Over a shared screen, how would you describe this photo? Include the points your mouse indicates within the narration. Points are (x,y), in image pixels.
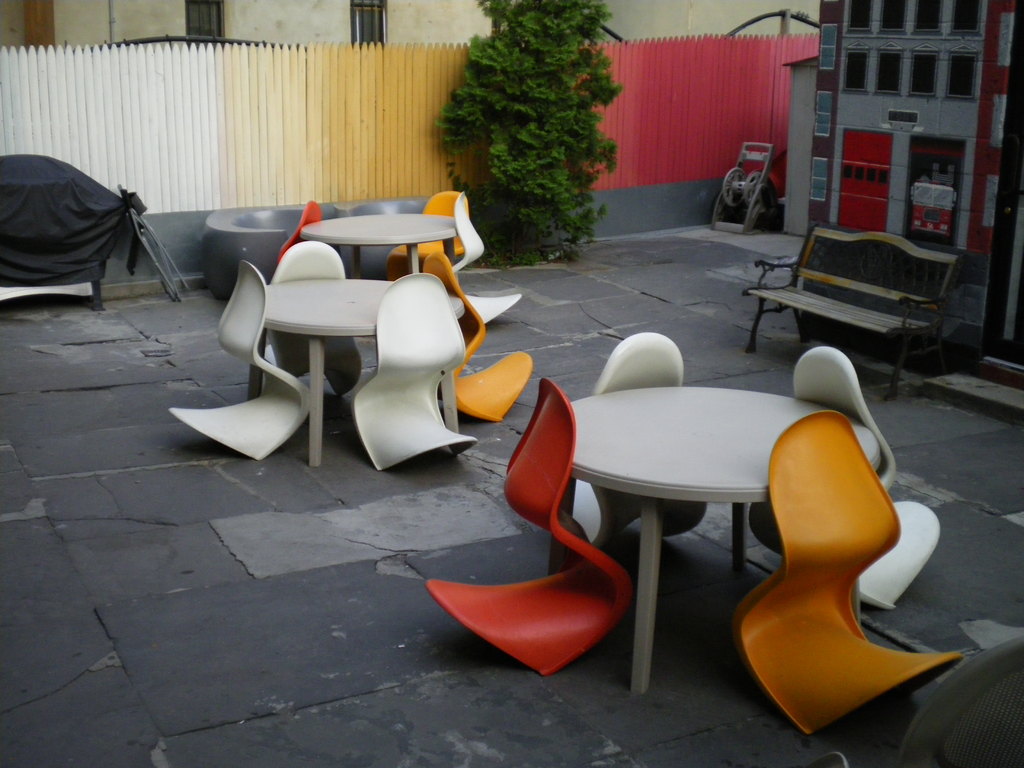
In this picture, we see three tables (314,320) and chairs (591,576) in white, yellow and red color. On the right side (893,213), we see a grey color building (869,185). Beside that, we see a machinery equipment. We even see a bench (891,259). On the left side (6,249), we see a barbecue grill (78,278) which is covered with black color sheet (86,222). Beside that, we see a grey color thing (233,245) which looks like a tub (277,223). Beside that, we see a tree (525,136). Behind that, we see the picket fence (186,125) in white, yellow and red color. In the background (254,27), we see a building (362,33).
